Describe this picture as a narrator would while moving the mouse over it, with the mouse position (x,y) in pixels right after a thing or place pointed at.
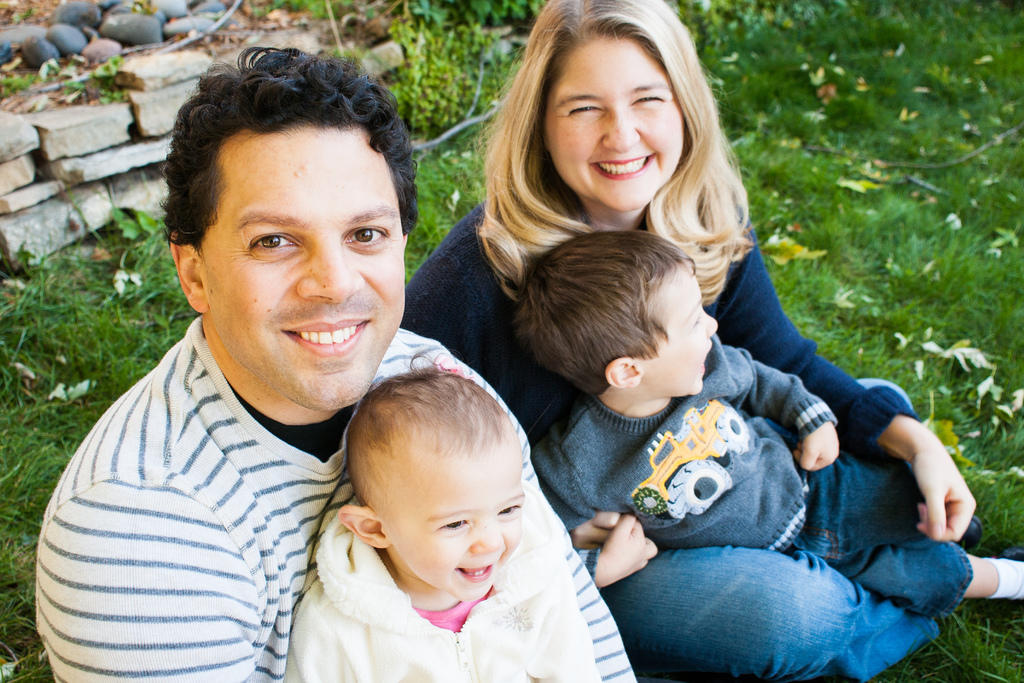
In this picture I can see two kids (544,277) sitting on the man (286,440) and a woman (682,50). I can see grass (745,94), leaves (983,362) and stones (127,108).
